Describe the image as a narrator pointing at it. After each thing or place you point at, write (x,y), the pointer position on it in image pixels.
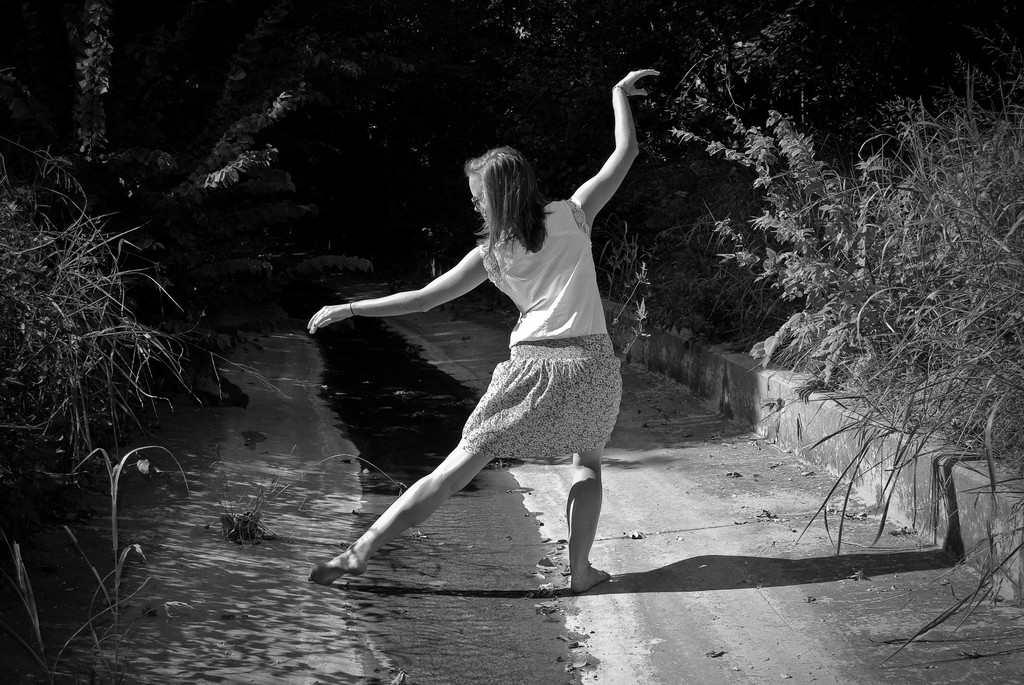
In this picture I can observe a woman (338,560) dancing in this path (383,368). On either sides of this path (329,462) they can observe some plants (78,234) and trees (45,107). This is a black and white image.
